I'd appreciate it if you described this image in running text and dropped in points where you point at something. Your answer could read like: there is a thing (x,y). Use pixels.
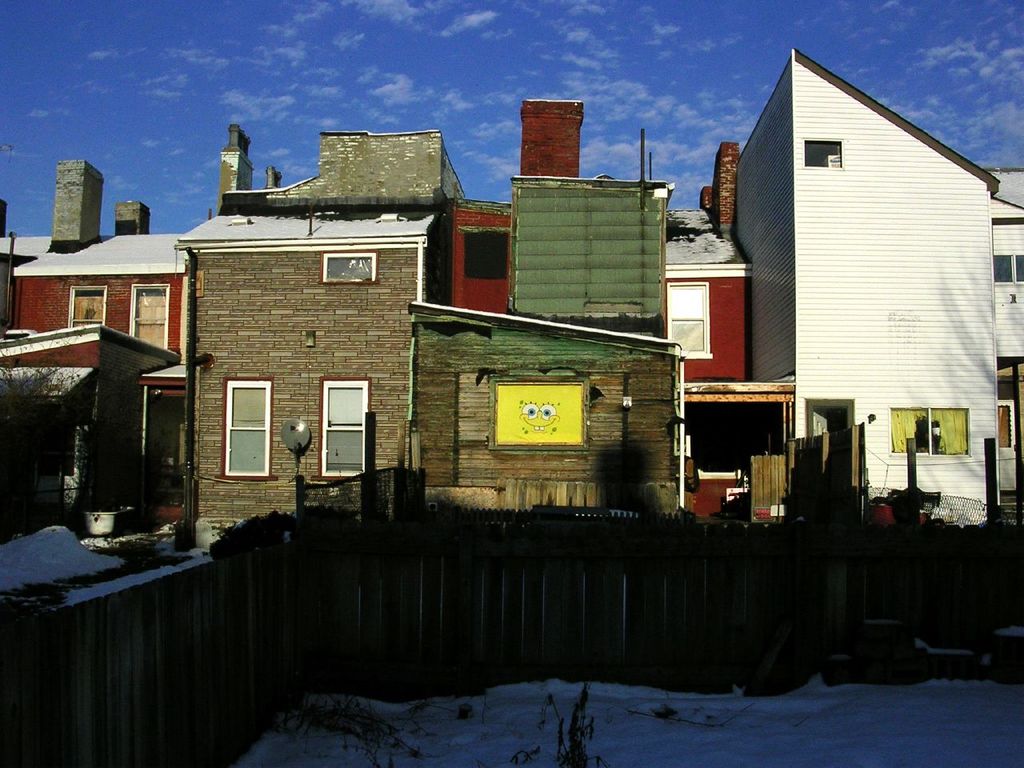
In this image I can see the snow (527,700). To the side of the snow (533,717) there is a wooden railing (345,560). In the back (444,486) I can see a house (398,316) which is colorful. To the side there are trees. In the background (319,93) I can see the clouds (371,79) and the blue sky (359,99).
